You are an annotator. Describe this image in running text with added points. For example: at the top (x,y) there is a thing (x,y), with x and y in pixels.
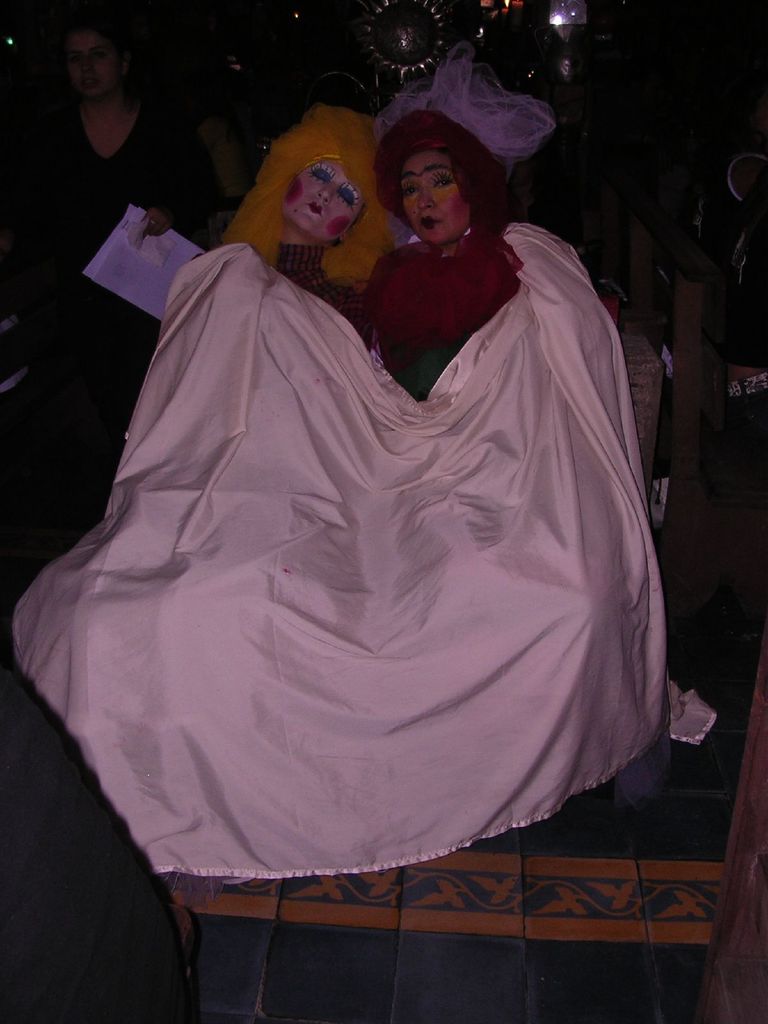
In this picture we can see two dolls (463,287) are placed in the front (437,395) with white cloth (375,492). Behind there is a dark background (612,72).
